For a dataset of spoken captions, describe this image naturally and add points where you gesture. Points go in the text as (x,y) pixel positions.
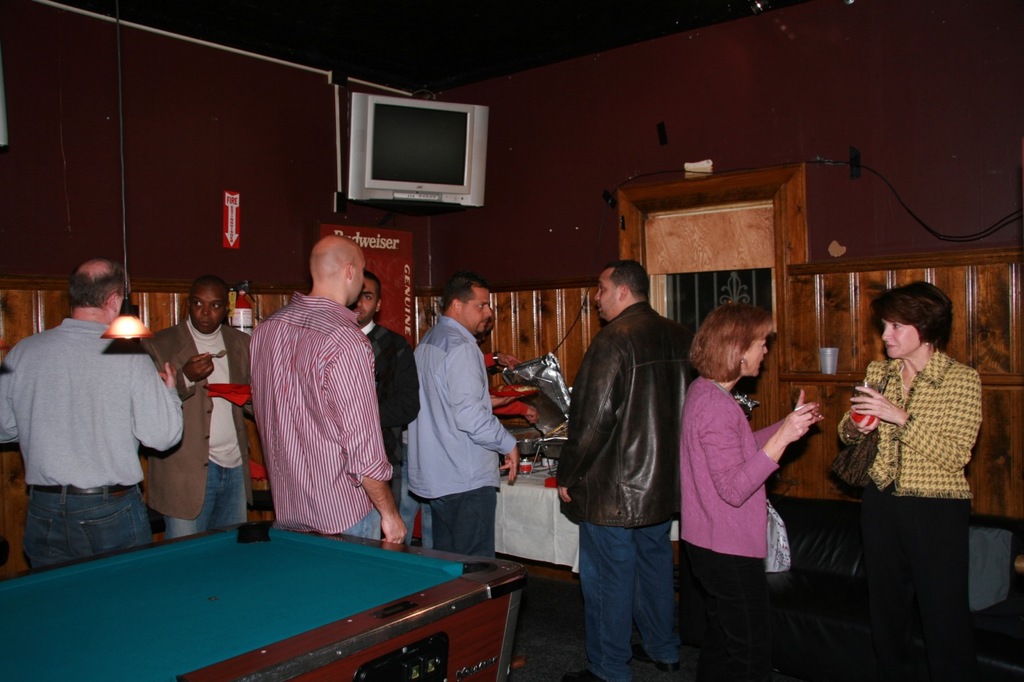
In this image we can see a few people (446,356) standing and some people (760,505) are holding an object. In the background (777,495), we can see a wall (978,365) and there is a television (466,151) attached to it and we can see some objects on the table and In the bottom left (291,588) we can see a pool table (303,564).
